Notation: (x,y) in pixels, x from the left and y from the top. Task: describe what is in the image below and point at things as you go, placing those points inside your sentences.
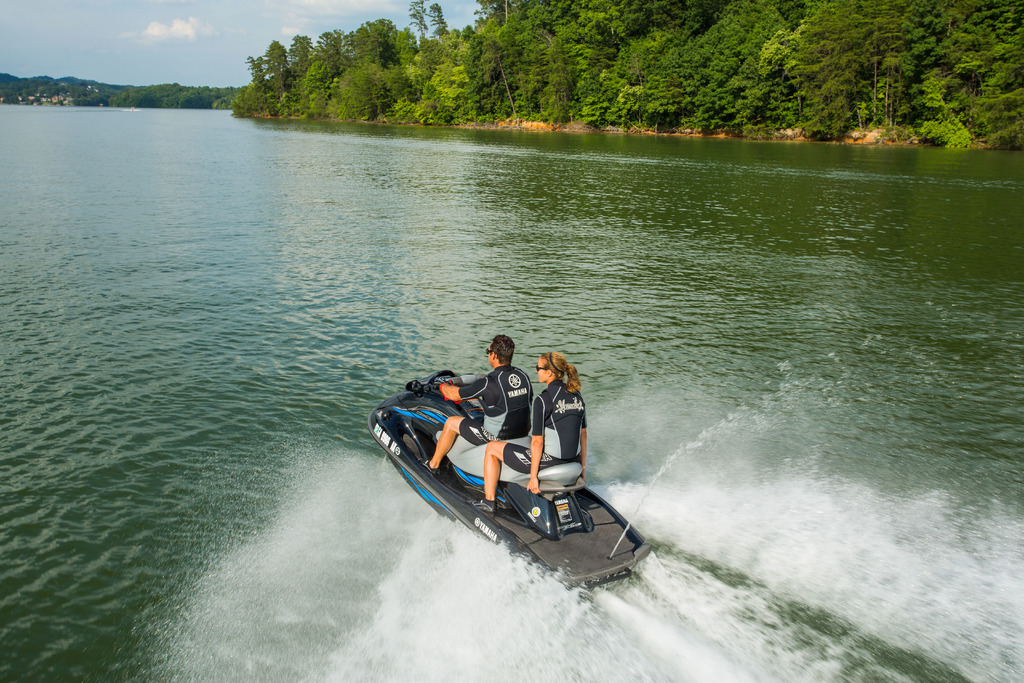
In this image we can see a man (488,438) and woman (570,437) riding a black color boat (542,511) on the river water (318,296). Behind there are many trees (312,82).
